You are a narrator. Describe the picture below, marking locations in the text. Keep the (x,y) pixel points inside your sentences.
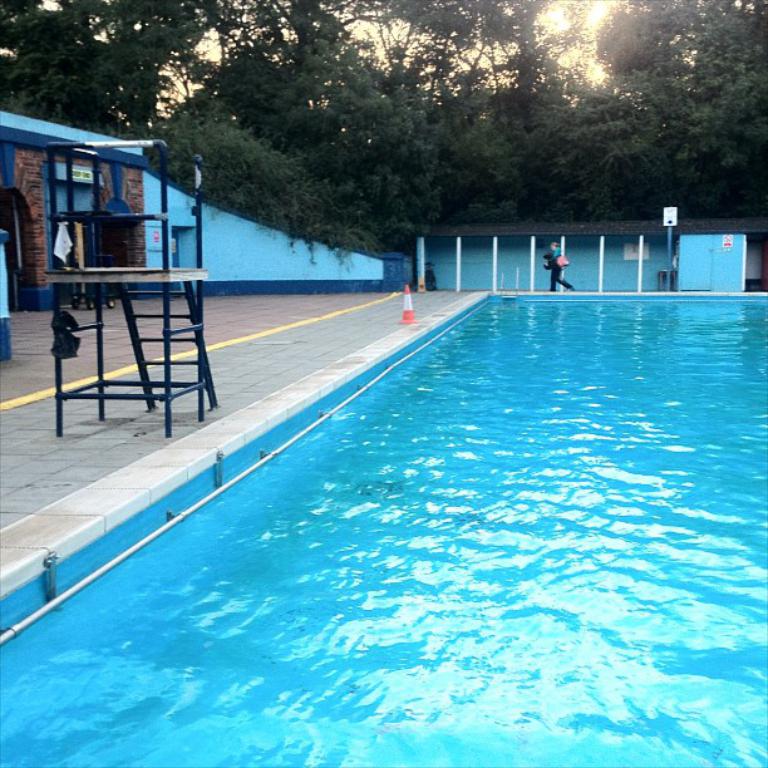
In the picture I can see a person (554,272) is walking on the side of a swimming pool (256,532). I can also see a traffic cone (408,319), poles (148,401) and some other objects (164,382) on the floor (77,363). In the background (193,176) I can see trees (252,138), the sky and some other objects (124,278) on the ground (9,455).
